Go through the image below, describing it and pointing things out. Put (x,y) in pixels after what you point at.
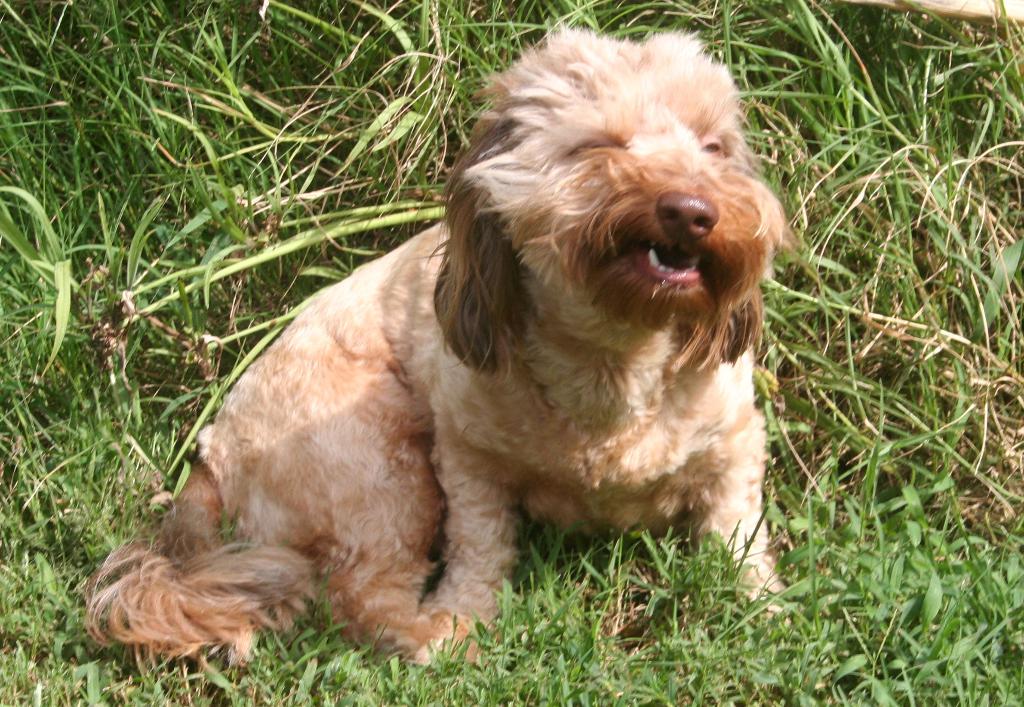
This picture contains a dog (530,399). At the bottom of the picture (631,655), we see the grass (702,632). In the background (251,113), we see the grass (824,300).
